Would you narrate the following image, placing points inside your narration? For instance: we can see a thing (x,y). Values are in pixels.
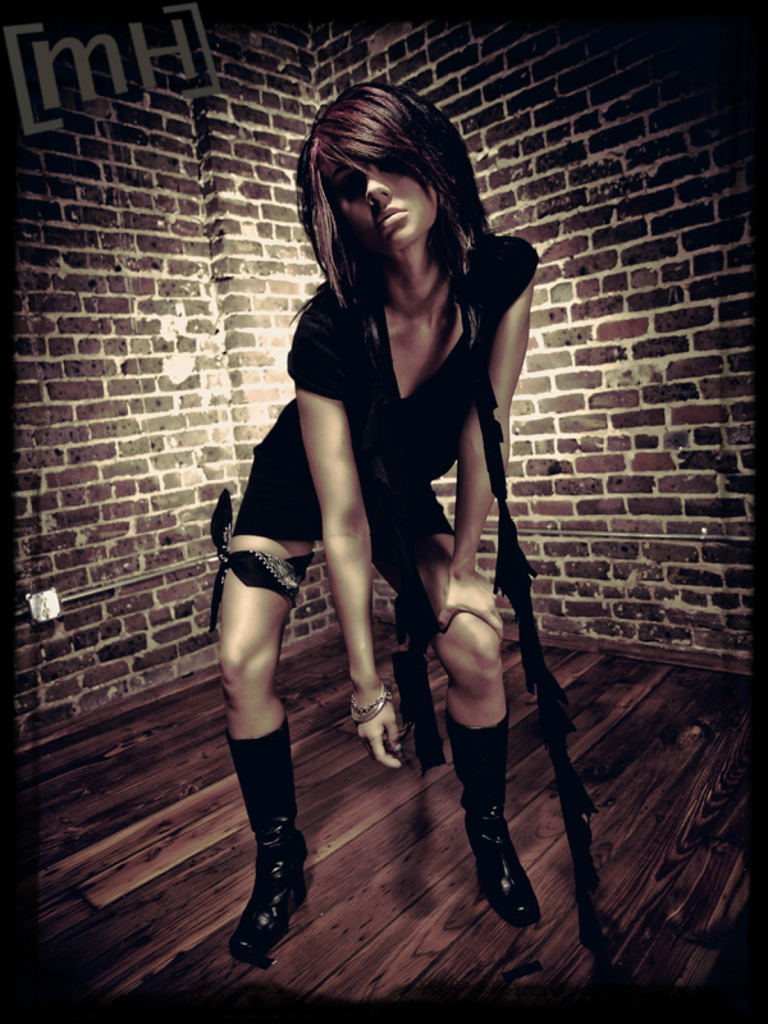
There is a girl (467,402) in the foreground area of the image (345,596), there is a wall (260,192) and text (185,80) in the background (185,80).
